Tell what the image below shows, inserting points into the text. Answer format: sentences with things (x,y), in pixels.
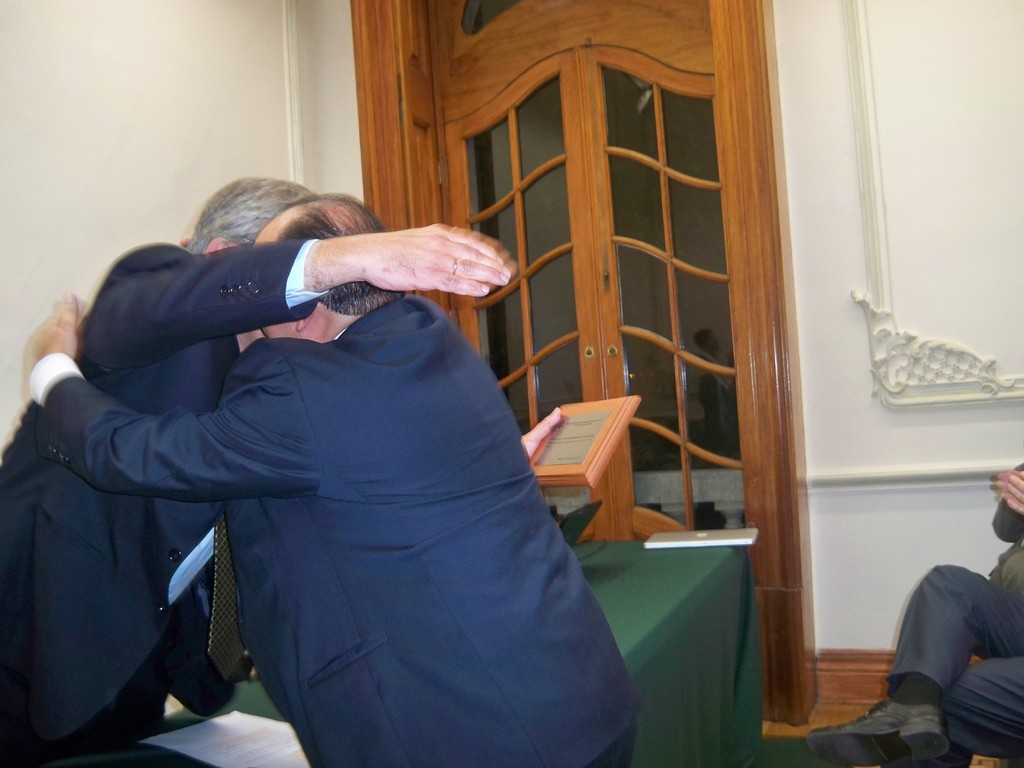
In the image in the center (364,393) we can see two persons (439,503) were standing and one person (498,480) is holding frame (561,481). In the background (562,178) there is a wall (936,201), door (555,187), tablecloth (672,643), paper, laptop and one person (984,589) is sitting.
